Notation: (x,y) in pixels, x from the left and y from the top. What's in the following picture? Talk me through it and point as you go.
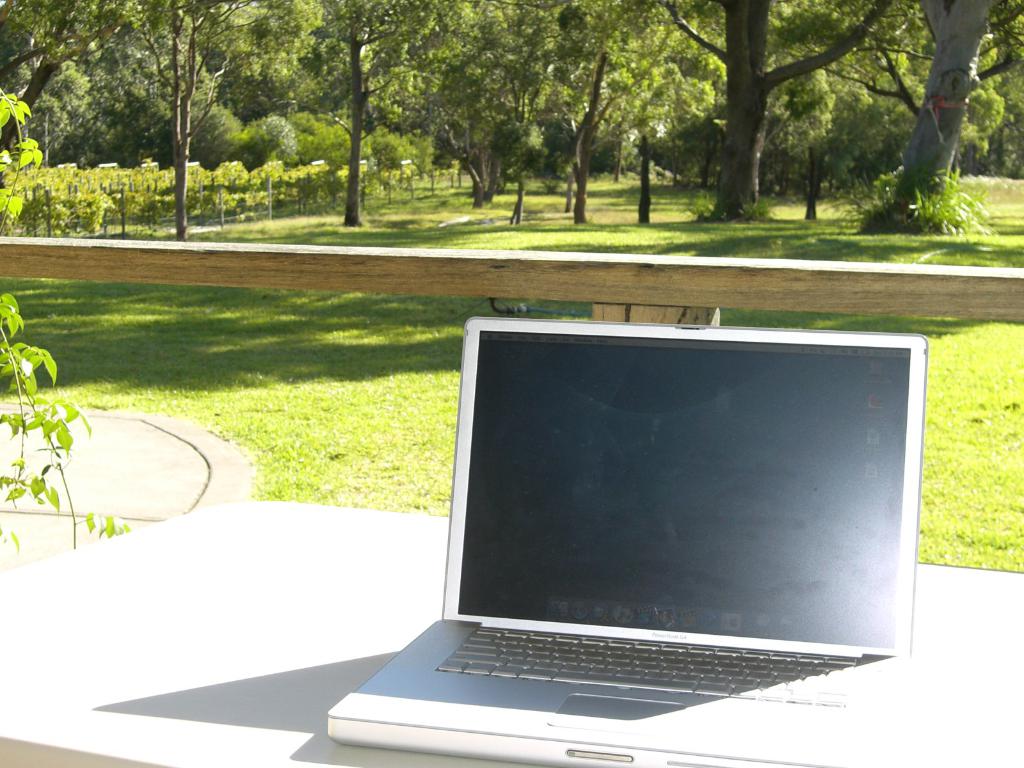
In this picture we can see a laptop (583,592) on the platform (139,712) and we can see grass (208,324), wooden object (258,271), trees (0,30) and plants (403,171).
